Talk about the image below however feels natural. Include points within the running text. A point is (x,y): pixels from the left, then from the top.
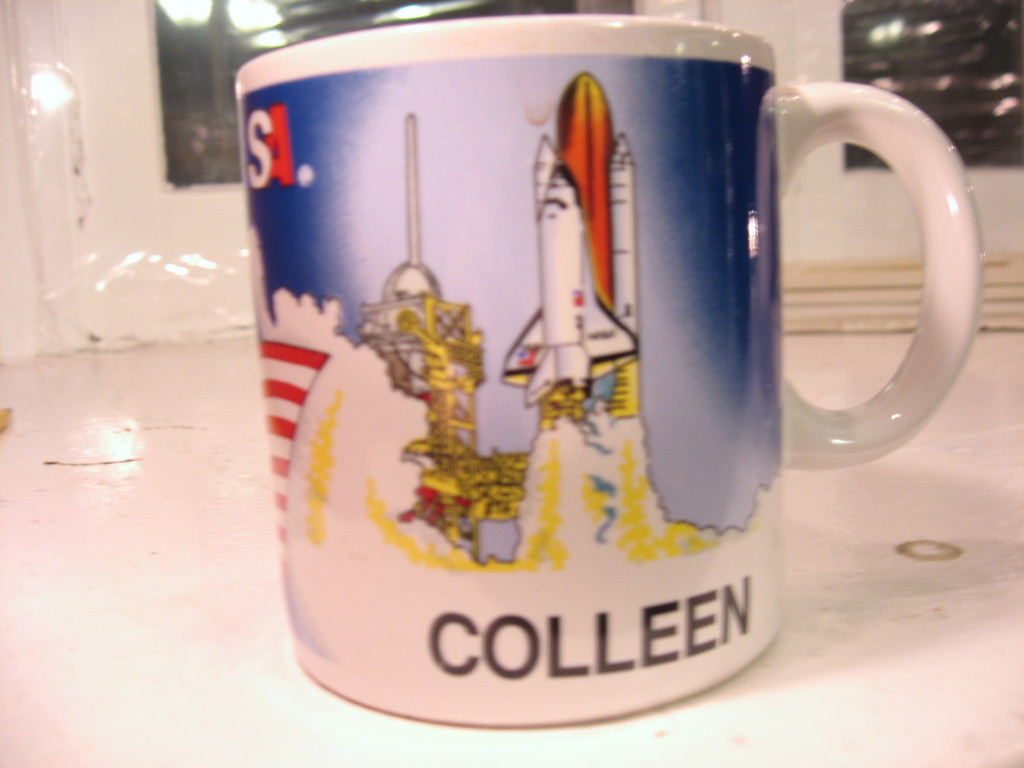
There is a cup (412,383) on a surface (847,693). On the cup (590,631) there is something written. Also there is a drawing (516,302) of rocket (589,269). In the back (100,271) there is a wall (128,189) and a glass window (159,62). On the glass window (282,32) there are reflections (254,17) of lights (188,12).
